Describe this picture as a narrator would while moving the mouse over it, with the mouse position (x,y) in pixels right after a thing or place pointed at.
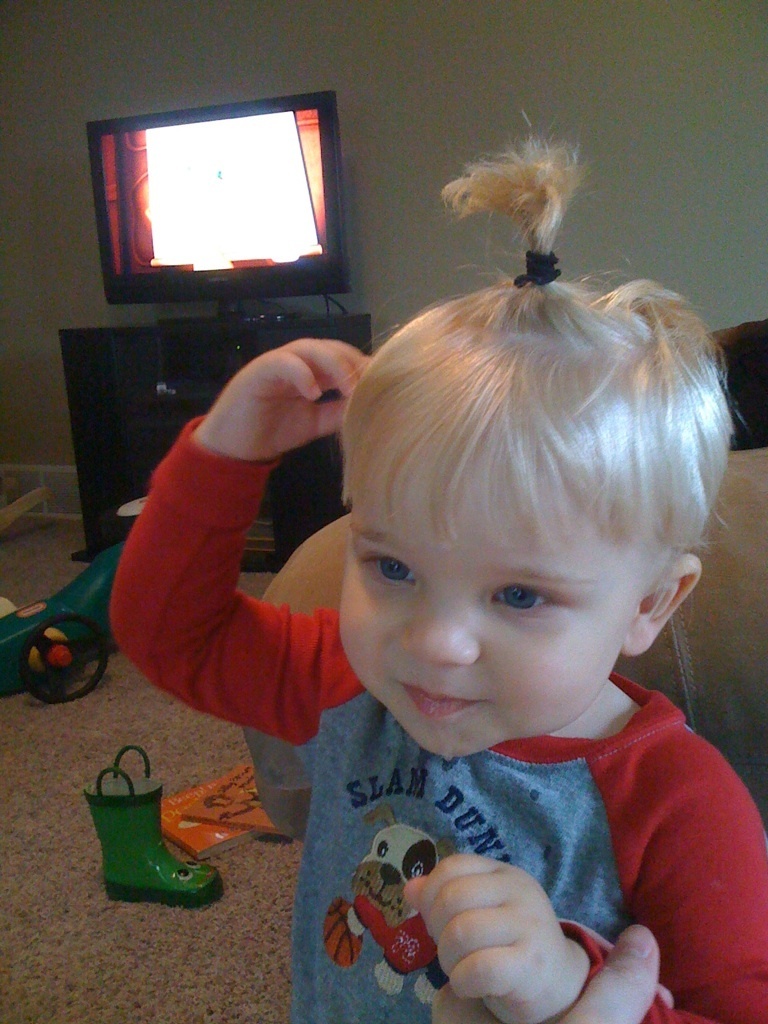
In this image, we can see a person (599,1000) holding a kid (478,496) and in the background (245,132), there is a monitor (224,254) on the stand (177,410) and we can see a couch (706,611) and some objects (121,780) on the floor (177,954).
